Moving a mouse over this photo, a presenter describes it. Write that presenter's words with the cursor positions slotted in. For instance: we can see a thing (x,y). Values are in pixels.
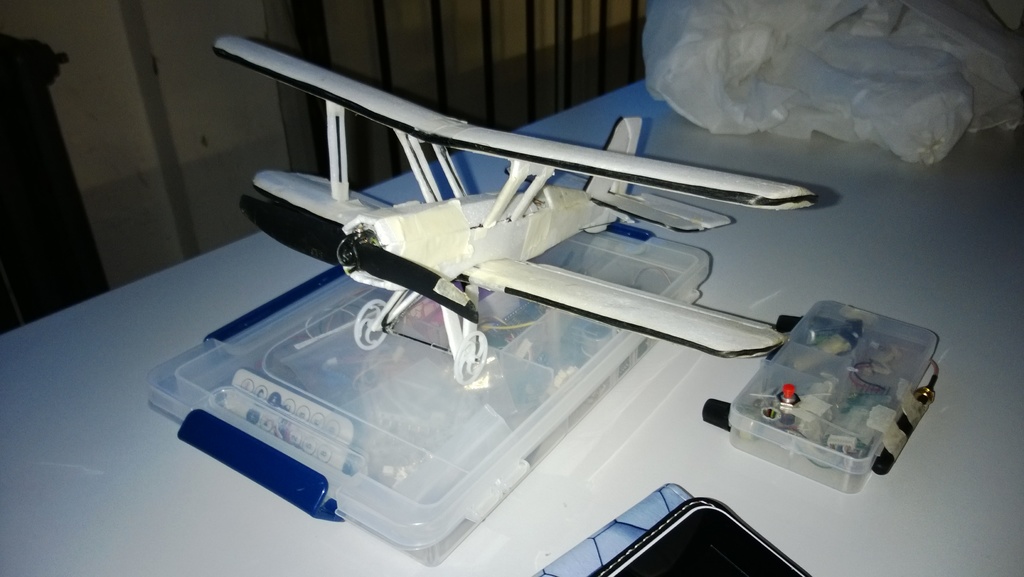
In this image, we can see an airplane (416,244) on the box (421,321) and remote control (801,403). There is a cover (876,33) in the top right of the image (719,53).
